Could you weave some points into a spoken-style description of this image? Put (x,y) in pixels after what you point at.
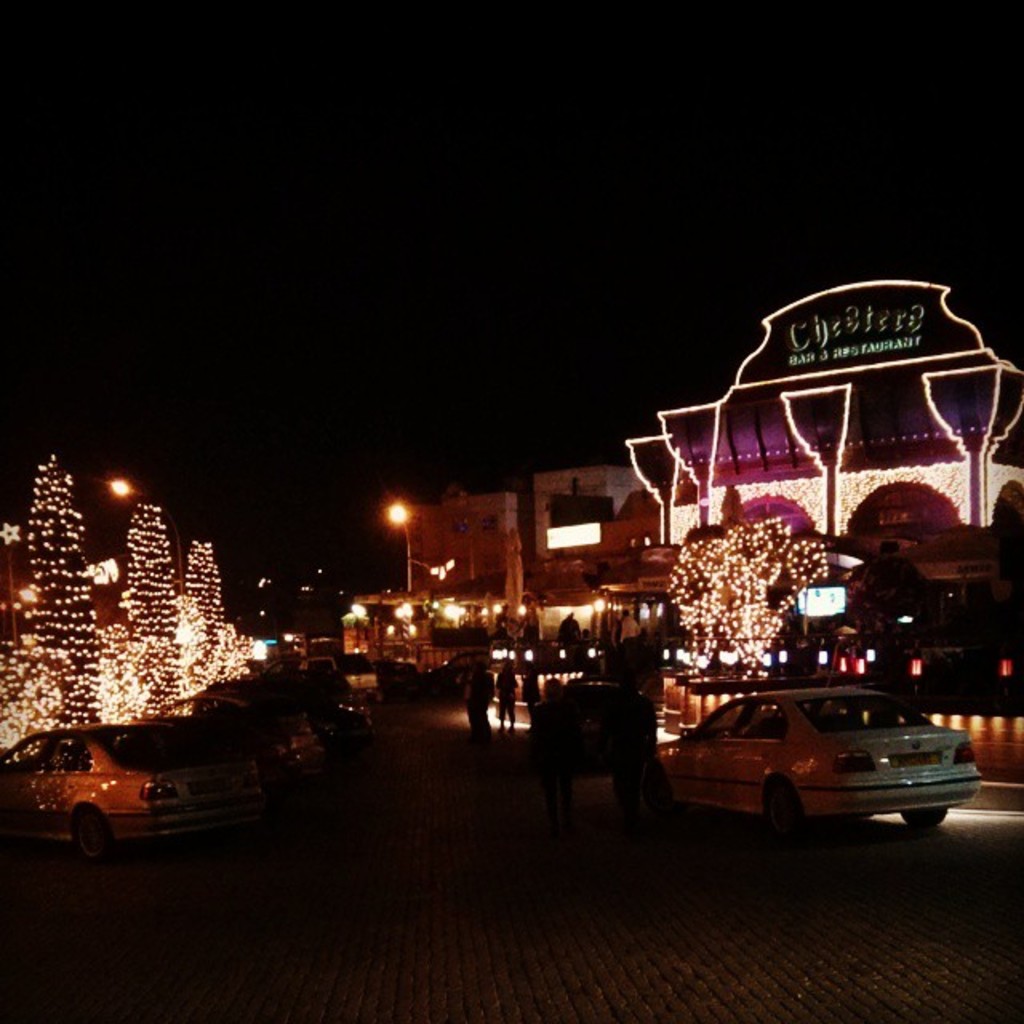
In this picture there buildings (842,495) and there are trees (724,549) and street lights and there are vehicles (264,727) on the road (953,839) and there are group of people (627,735) walking on the road (966,1011) and there are lights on the trees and on the building (934,685) and there is text (895,348) on the building (850,344). At the top (345,206) there is sky (405,226). At the bottom (634,881) there is a road (678,940).
